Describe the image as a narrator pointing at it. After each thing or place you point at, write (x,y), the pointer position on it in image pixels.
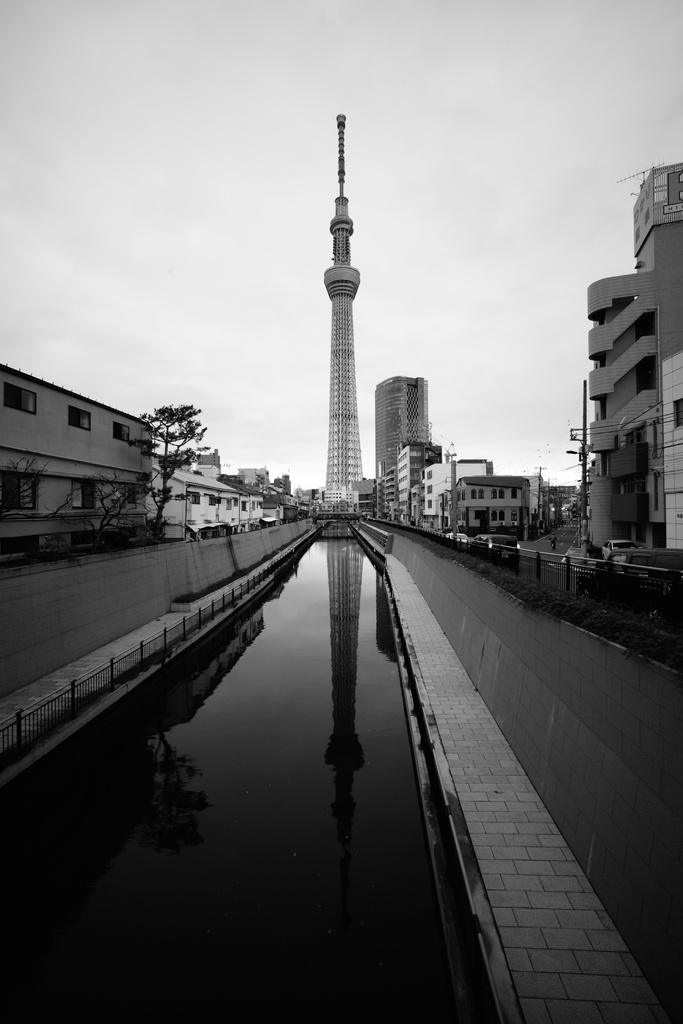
This image is taken outdoors. This image is a black and white image. At the top of the image (168,206) there is the sky (419,172) with clouds (476,215). In the background (279,502) there are many buildings (203,501) and houses (245,524) with walls (507,502), windows (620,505), doors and roofs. There are a few trees (143,479). There is a tower (344,206). In the middle of the image (267,681) there is a canal (224,733) with water (298,740). On the right side of the image (560,568) there is a fence (556,566) and there are a few plants (507,581). A few vehicles (496,556) are moving on the road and there is a pole (580,447).
